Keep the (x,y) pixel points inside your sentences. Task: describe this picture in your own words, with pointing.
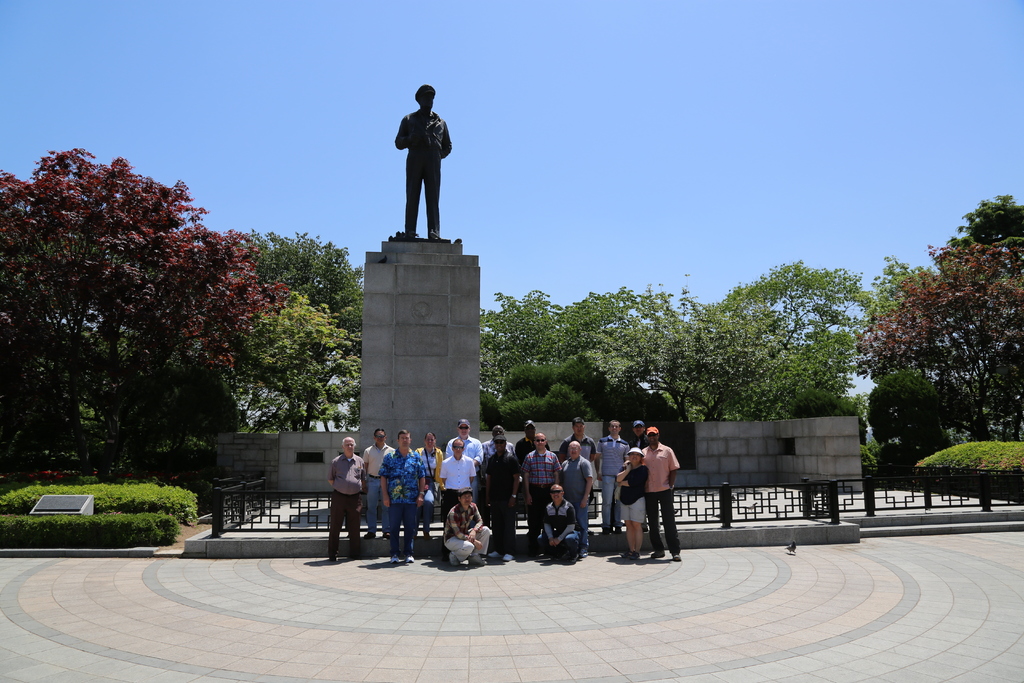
Here there are few people (472,485) standing and two men (473,535) in squat position on the ground (480,566). In the background (408,173) there is a statue (414,216) on a wall (427,332), trees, fence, plants (144,525) and a name board (54,511) and we can see a sky (861,148).
